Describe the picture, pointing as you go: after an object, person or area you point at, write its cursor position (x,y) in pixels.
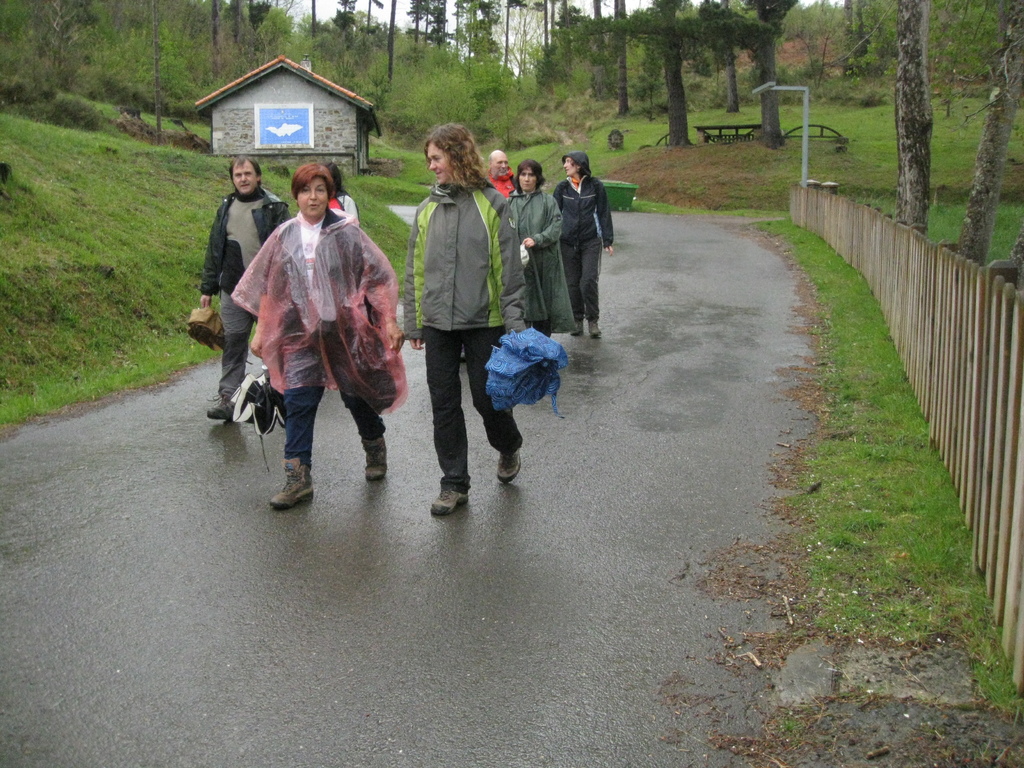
In the foreground of this image (335,320), there are few people (562,229) walking on the road (574,535) holding objects (196,337). On the left (89,208), there is grassland (141,182) and a house (265,67). On the right (972,411), there is railing (1006,530), grass (909,431), a pole (805,104) and trees (988,199). In the background (565,49), there are trees (392,10) and the sky (404,4).
